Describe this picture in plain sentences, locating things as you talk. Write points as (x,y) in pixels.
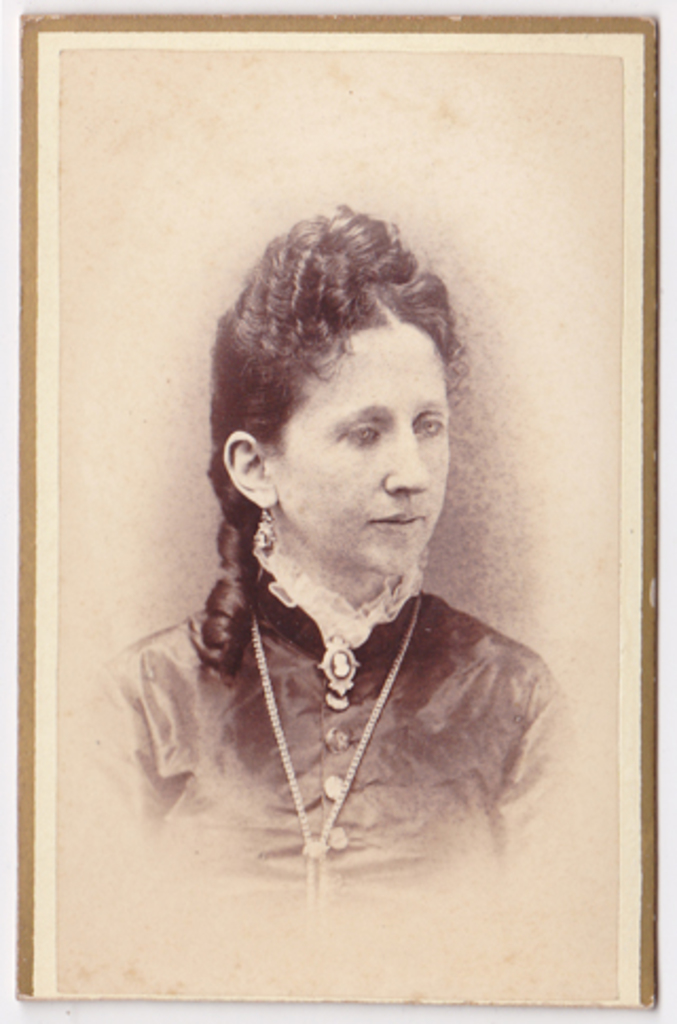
In this image there is a photo frame (23,990), there is a person (309,428) in the photo frame (417,129), the background of the image (4,748) is white in color.
